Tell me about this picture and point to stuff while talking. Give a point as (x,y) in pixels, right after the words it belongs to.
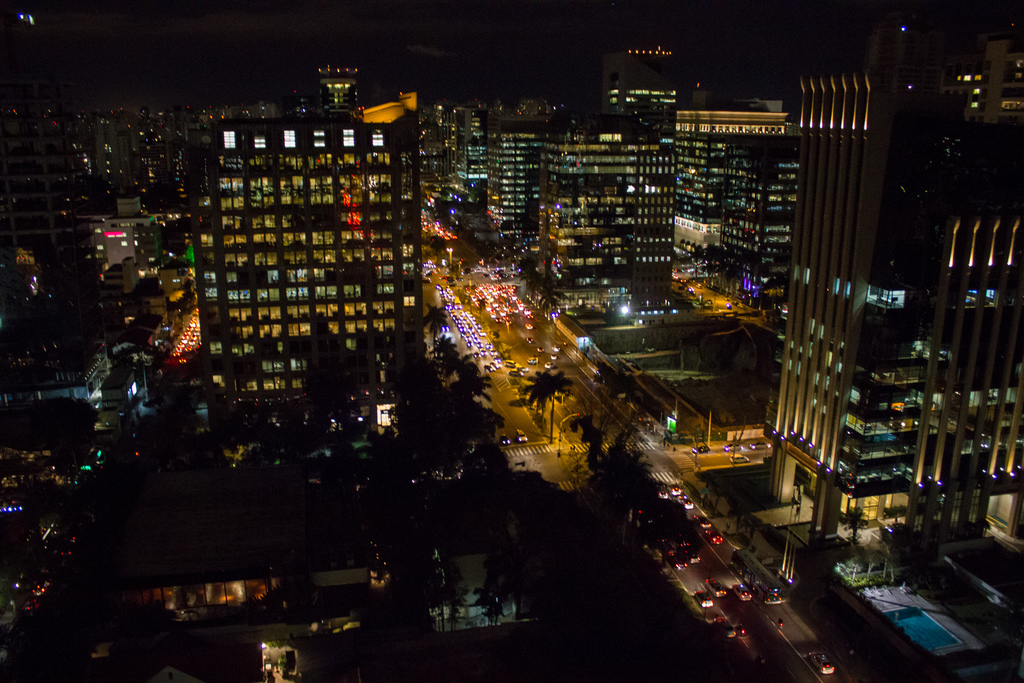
This is the top view of a city (561,333), in this image there are vehicles (503,289) on the road (566,423), beside the road (443,303) there are trees (133,470) and buildings (375,344).
